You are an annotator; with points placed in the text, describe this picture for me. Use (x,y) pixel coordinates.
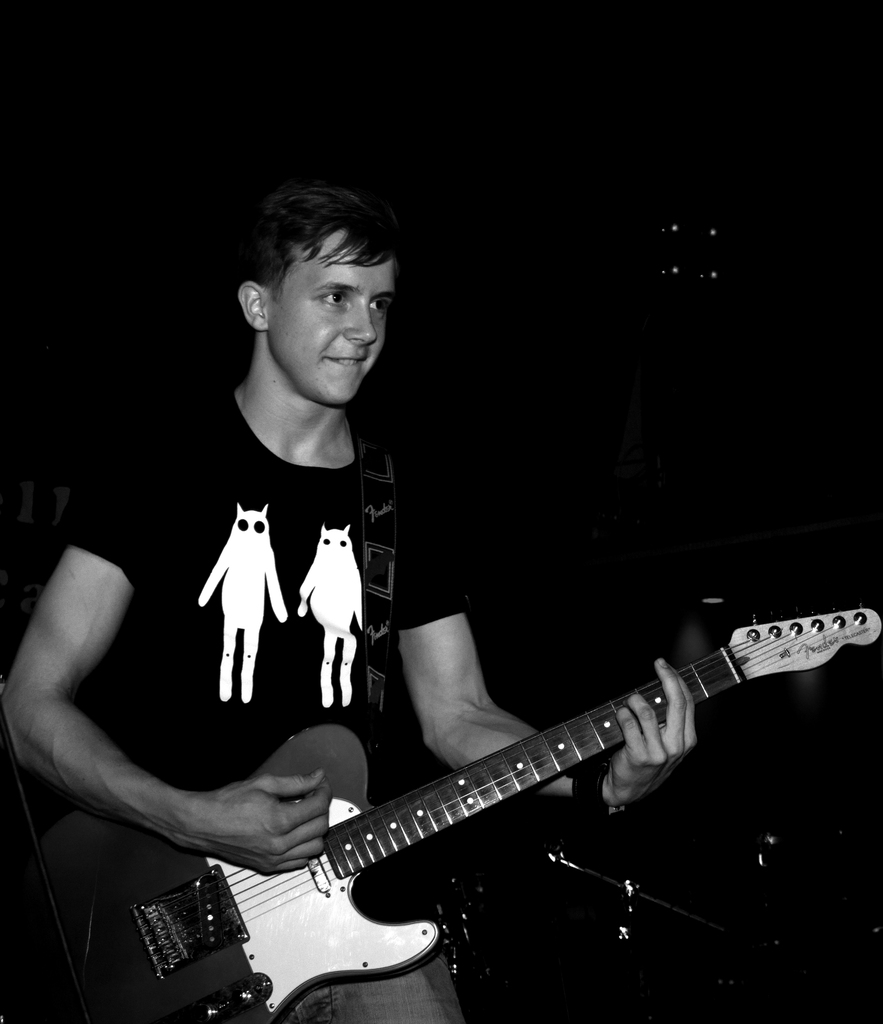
This is a black and white pic. We can see a man (238,735) is playing guitar (317,864). In the background (787,283) the image is dark.
